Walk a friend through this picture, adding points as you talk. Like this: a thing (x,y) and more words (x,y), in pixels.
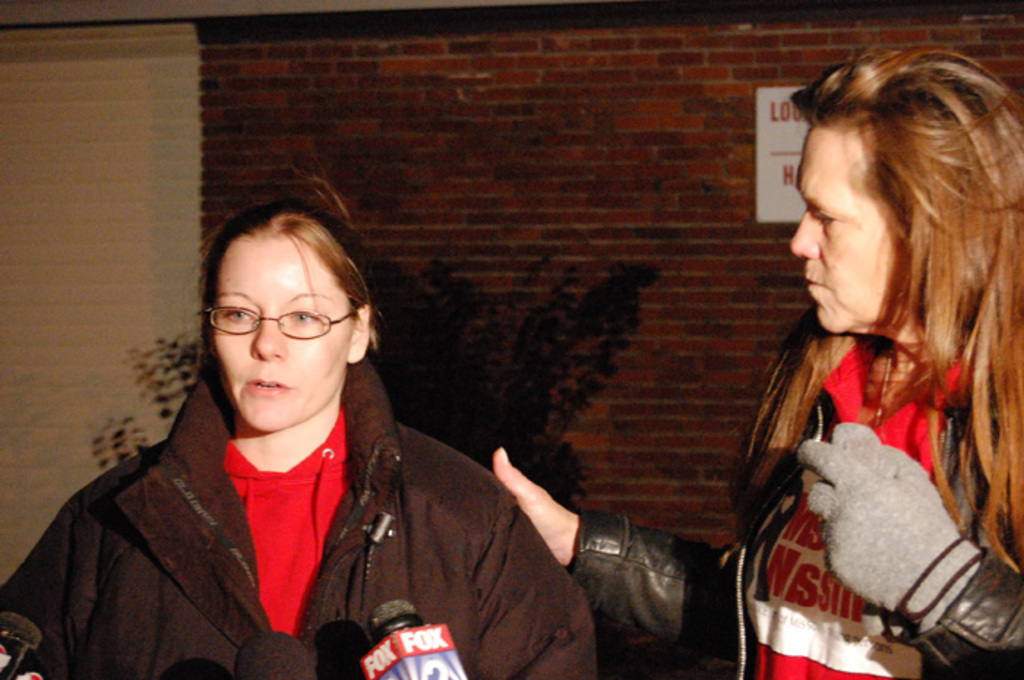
In the foreground of the image (292,635) we can see two ladies (755,486) wearing jacket (430,567). In the background of the image (522,162) there is a wall (184,182). There is a plant (452,322).
